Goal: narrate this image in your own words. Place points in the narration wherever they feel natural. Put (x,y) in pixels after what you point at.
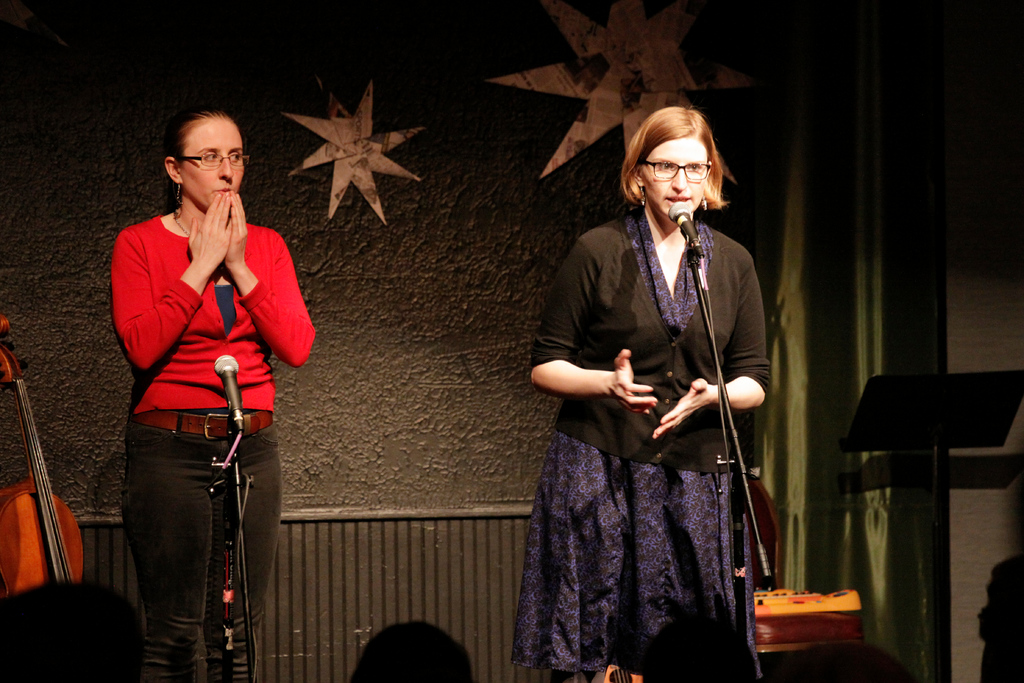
In this image we can see two women (287,363) are standing. One woman (196,294) is wearing a red color sweater (176,300) with black jeans (158,475) and the other woman (638,342) is wearing dark blue color dress (622,524) with a black sweater (657,370). In front of them, mics (233,434) are there. We can see the black color stand (943,458) and wall (998,324) on the right side of the image (987,557). There are people (63,647) at the bottom of the image (90,678). In the background (501,305), we can see wall (420,247) and curtain (840,202). There is a cello (21,397) on the left side of the image (46,518).
